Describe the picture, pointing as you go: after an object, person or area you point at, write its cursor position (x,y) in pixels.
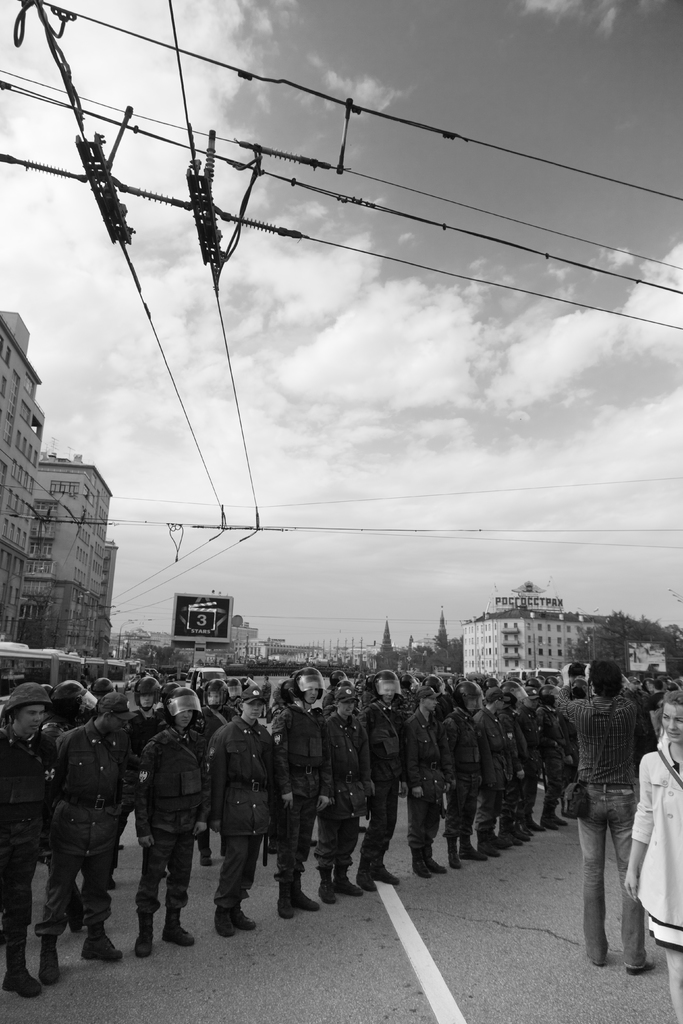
In this image we can see a group of persons (377,764) are standing on a road (310,914), they are wearing the uniform (370,779), at the back (25,422) there are buildings (12,574), there are trees (458,669), there are wires (370,253), the sky (630,53) is cloudy, this is a black and white image.
